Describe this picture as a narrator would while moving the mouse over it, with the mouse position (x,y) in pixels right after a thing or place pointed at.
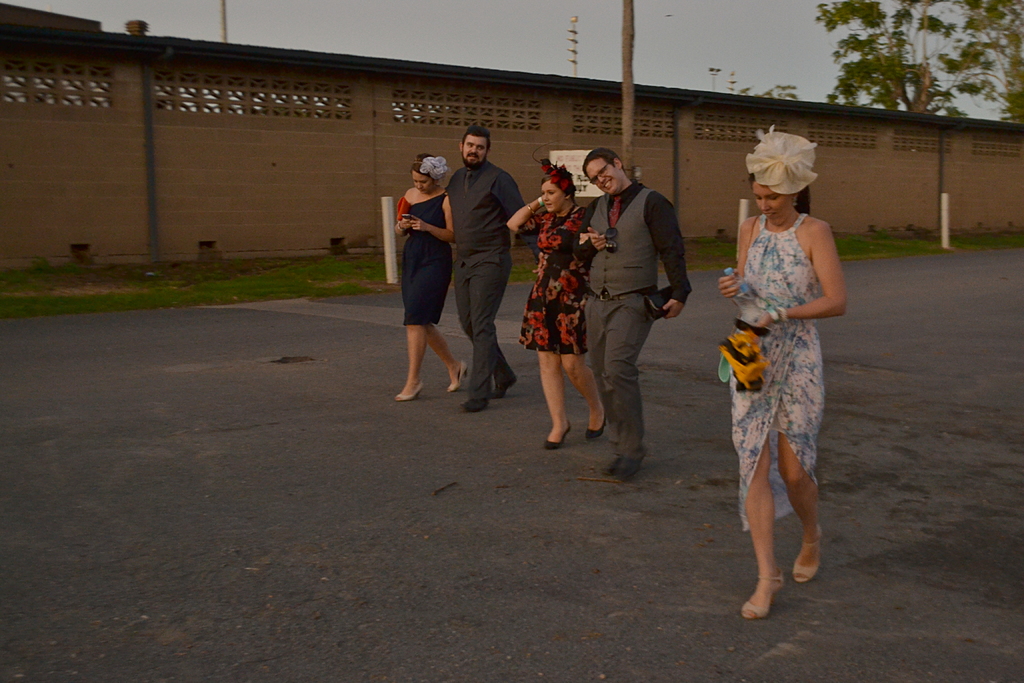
In this image there are five persons (551,267) walking on the road (328,426). Beside them there is a wall (571,110). Behind the wall (573,97) there are poles (576,75) and trees (896,69). On the right side (773,332) there is a woman (771,317) who is holding the bottle (757,318) and a bag (755,349). Beside her there are two couples (508,231).
